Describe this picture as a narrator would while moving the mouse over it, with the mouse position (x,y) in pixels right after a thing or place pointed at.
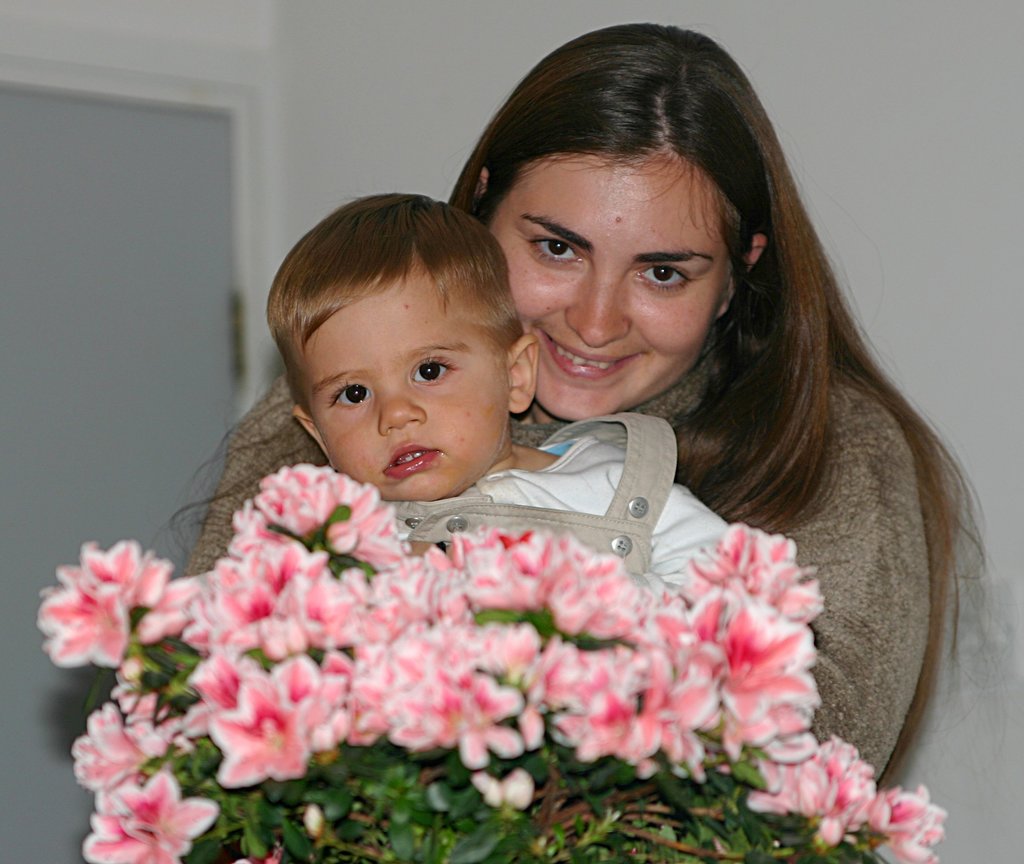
In this picture we can see a woman (633,345) holding a kid (584,538) and she is smiling. There is a plant (375,814) with flowers (483,745). In the background (412,78) we can see a wall (744,62) and a door (73,241).
